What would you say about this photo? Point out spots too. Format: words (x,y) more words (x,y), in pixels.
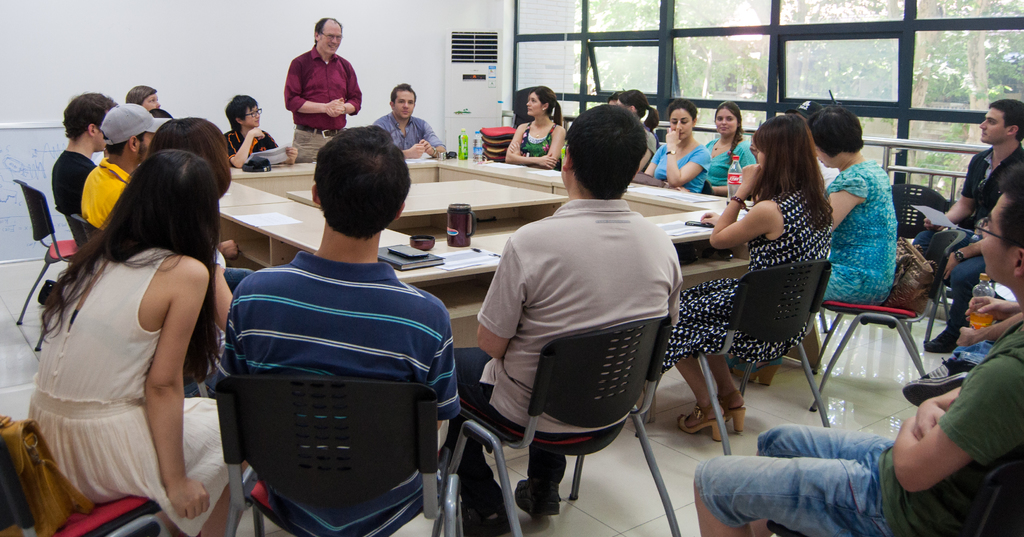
In this image there are people (428,326) sitting on the chairs (361,495). In front of them there is a table (303,187) and on top of the table (402,218) there are water bottles (461,149), flask (460,227), cup (428,237), book (412,260), mobile (414,259), papers (439,268) and a few other objects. At the bottom of the image (630,486) there is a floor (623,486). In the background of the image (196,42) there is a wall (134,75). There is a board (1,196). There is a cooler (460,74). There are glass windows (789,65) through which we can see trees (828,50).
